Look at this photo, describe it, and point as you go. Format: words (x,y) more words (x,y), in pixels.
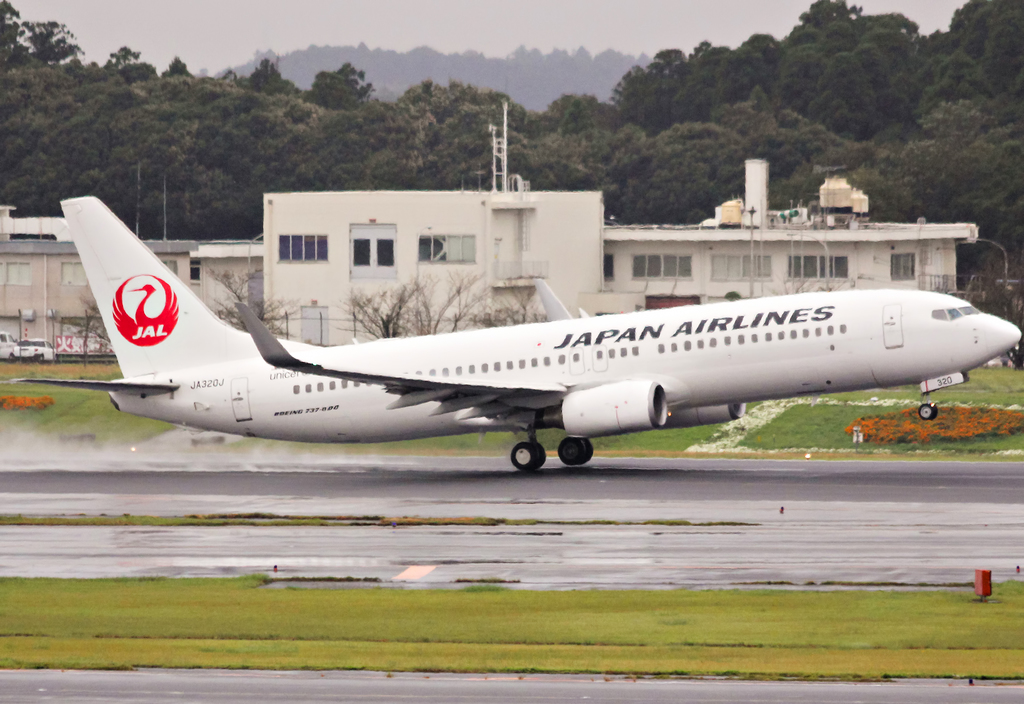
In this image we can see an aeroplane (562,376) on the runway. We can also see some grass (743,623), plants (894,422) with flowers (894,422), buildings (560,237) with windows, poles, a group of trees (485,164), the hills (351,58) and the sky (274,22) which looks cloudy.
